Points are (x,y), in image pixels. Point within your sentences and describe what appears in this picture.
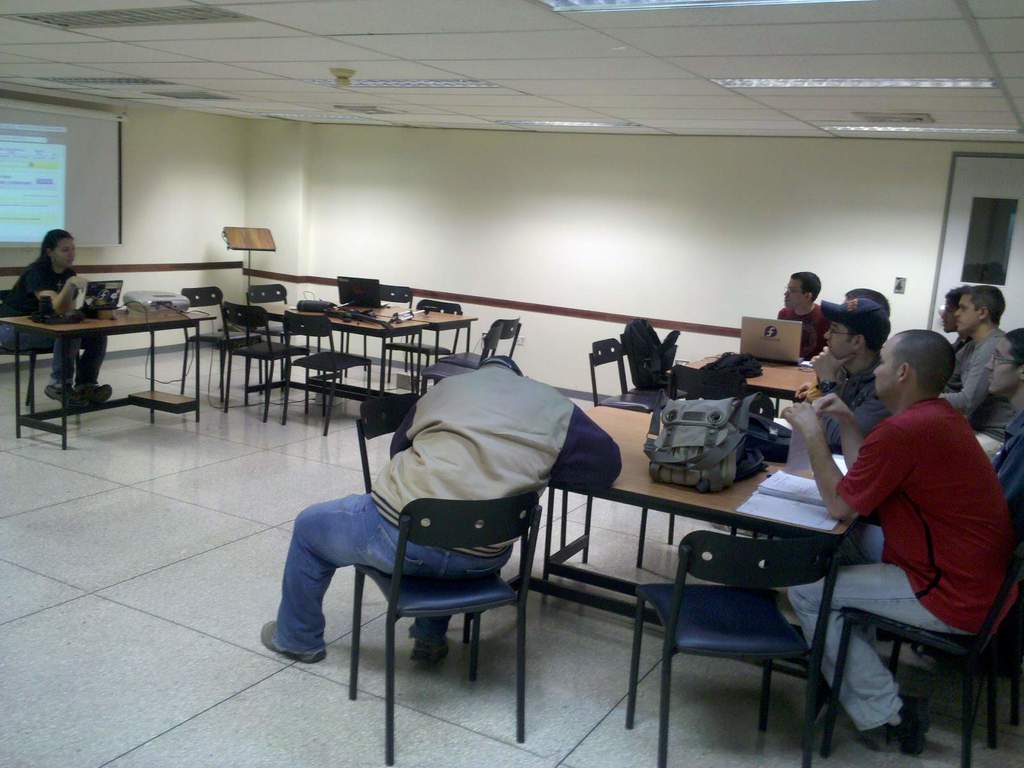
In this picture we can see some chairs (260,297) and tables (198,391) and some people (862,355) sitting in front of the tables (773,382) on which there are some backpacks (745,367) and laptops (746,331).
